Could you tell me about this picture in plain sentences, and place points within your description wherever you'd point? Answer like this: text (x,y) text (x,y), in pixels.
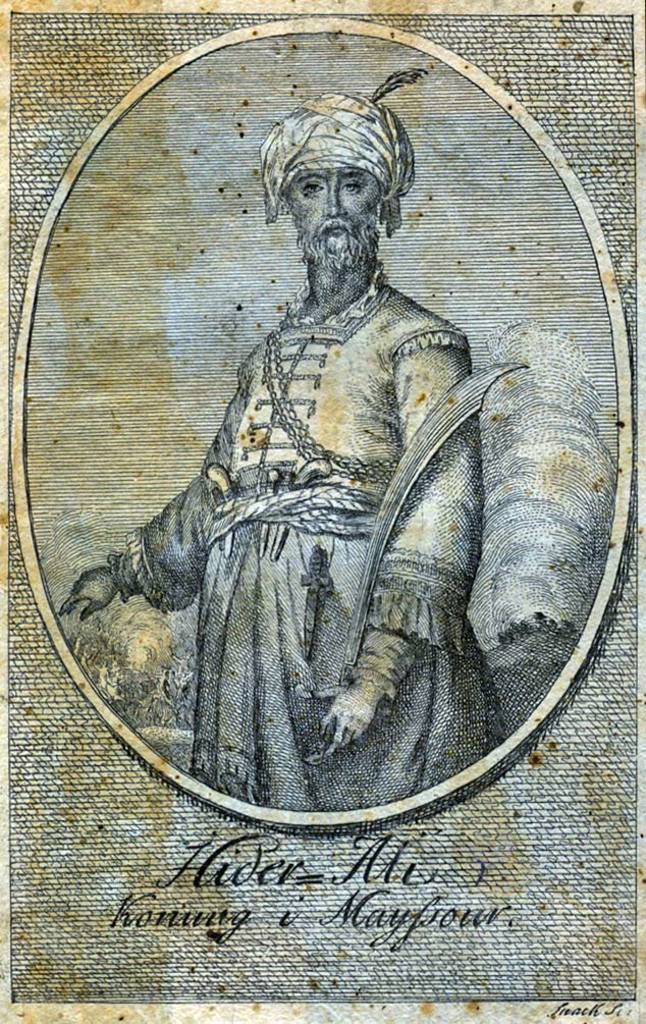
In this picture we can see a paper (560,960), there is a picture (550,665) of a man (461,442) on this paper (275,424), he is standing, at the bottom (393,915) there is some text (286,877).
